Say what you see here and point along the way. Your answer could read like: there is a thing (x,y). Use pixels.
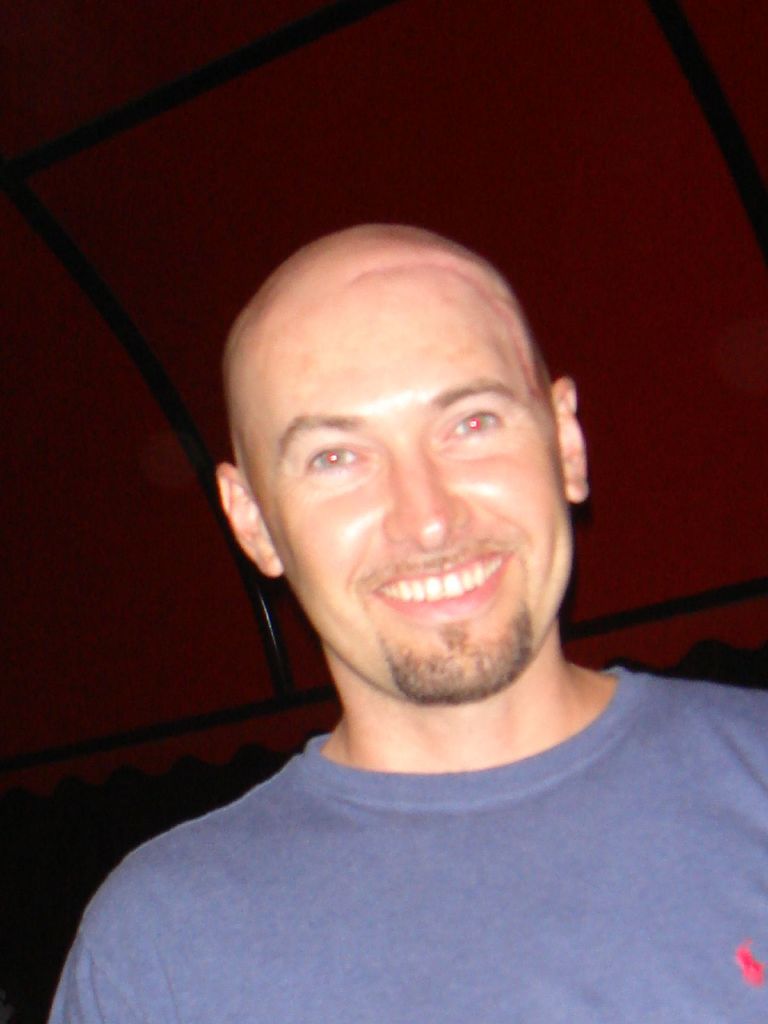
This is a zoomed in picture. In the foreground (424,377) there is a man (451,862) wearing blue color t-shirt (500,862) and smiling. In the background (568,91) there is a red color object (170,173) seems to be the roof (379,126) of a tent (699,176) and we can see the metal rods (701,90).
